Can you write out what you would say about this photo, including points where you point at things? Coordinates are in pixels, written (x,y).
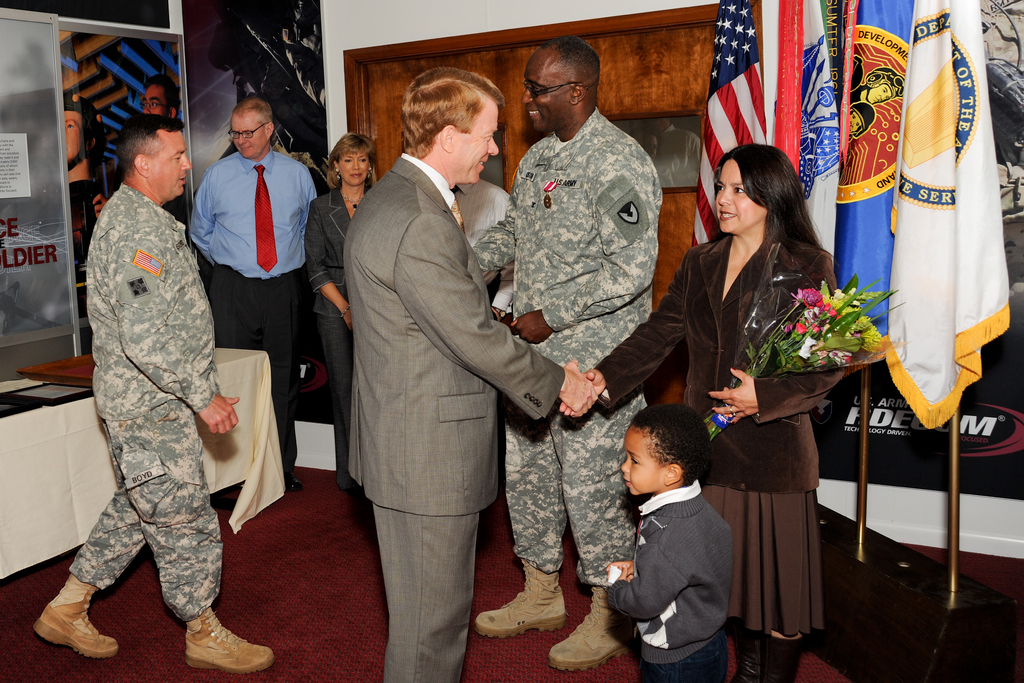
In the picture we can see a house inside we can see a red colorful carpet (1,634) on the floor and on it we can see some people (120,373) are standing and two (150,362) are in army uniform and one man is shaking hands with a woman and she is also holding a bouquet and near to her we can see a small boy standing and in the background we can see a wooden door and beside it we can see some flags (994,304) to the poles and a table (27,461) with tablecloth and some files (5,414) on it.
